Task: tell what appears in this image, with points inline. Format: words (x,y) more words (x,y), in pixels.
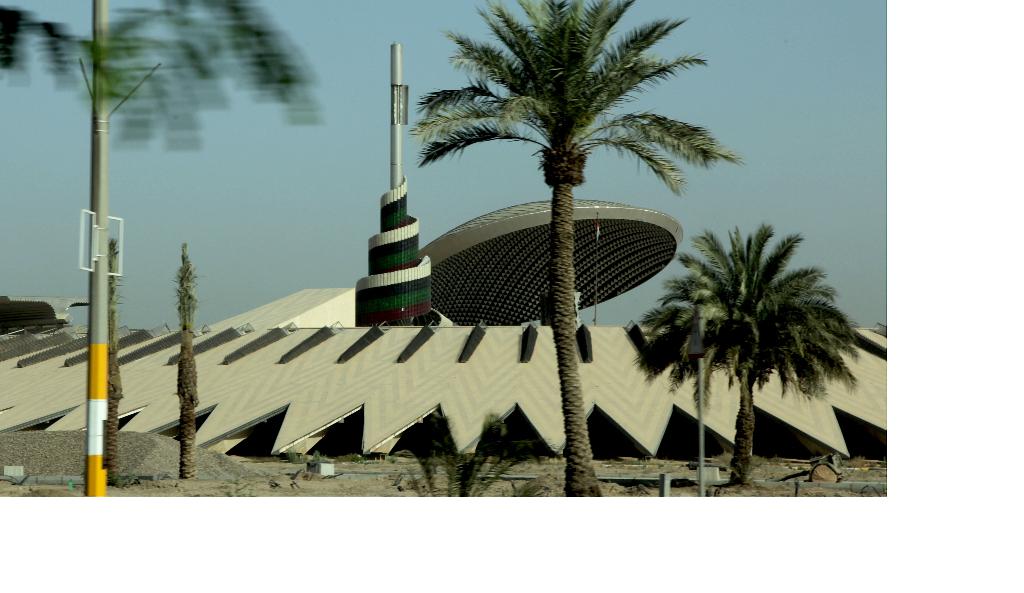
In this image we can see poles (97,273), trees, plants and stones (324,470) on the ground (297,489). In the background (384,246) there are objects (207,328), spiral object (402,242) to a pole (397,86), designed metal object (461,260) and sky (496,162).
